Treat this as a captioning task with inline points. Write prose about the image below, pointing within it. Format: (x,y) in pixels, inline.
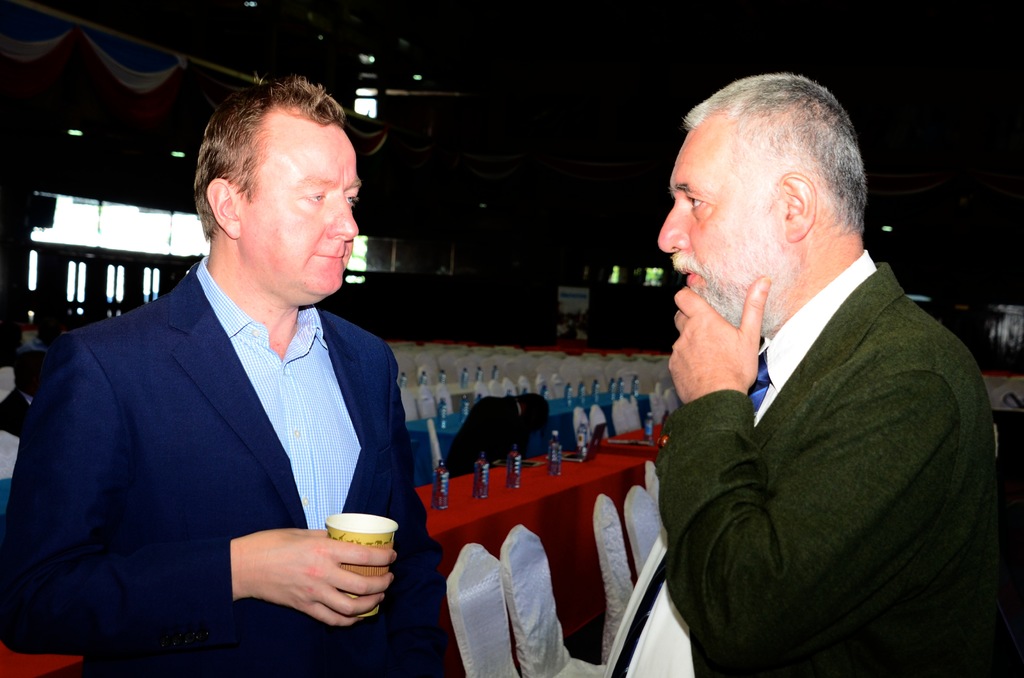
In the front of the image (354,397) there are two people (778,354). Among them one person (174,351) is holding a cup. In the background of the image (578,492) there are chairs (538,381), tables (439,521), curtains (174,95), board (573,324) and objects (617,439). On the tables (410,423) there are bottles (635,386).
